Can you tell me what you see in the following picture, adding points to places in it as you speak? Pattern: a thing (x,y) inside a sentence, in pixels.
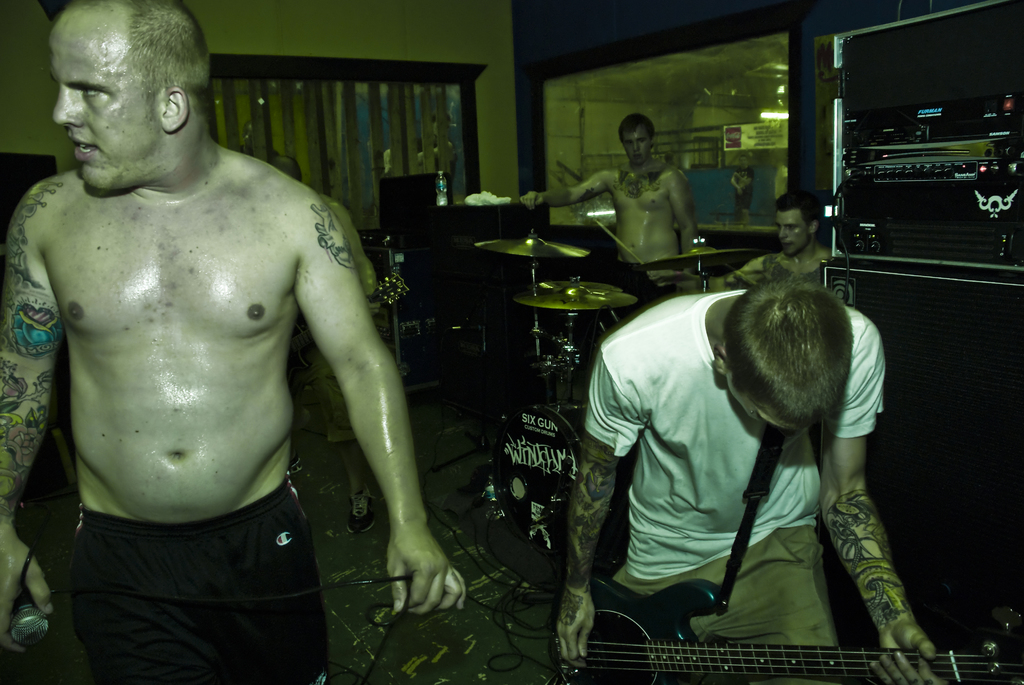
In this image there are group of people (201,336), one person (659,422) is standing and playing guitar (594,606) and other person (795,264) is sitting and playing drums (539,489). In the middle of the image (591,333) there are drums (563,284), bottle (444,176), label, wires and at the right side of the image (946,260) there is a speaker (968,494).
